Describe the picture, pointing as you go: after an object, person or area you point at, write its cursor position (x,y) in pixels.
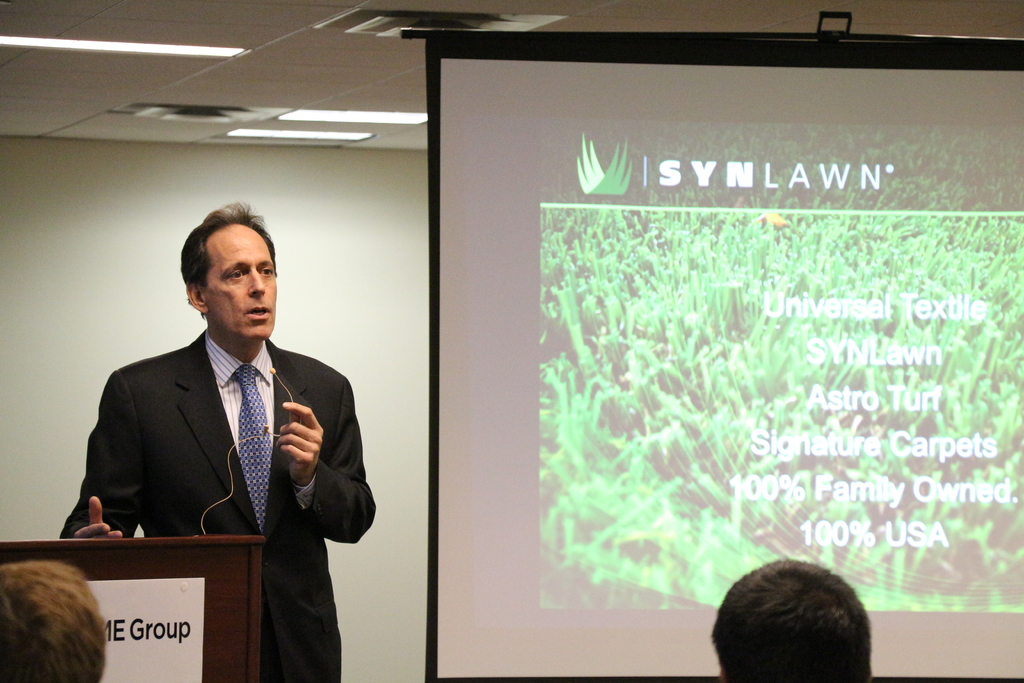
On the left side of the image (239,259) there is a person (239,259) standing at the desk (173,538). On the right side (739,125) there is a screen (737,460). At the bottom (4,623) we can see persons (45,649). At the top (134,35) there is a tube light (176,53) and ceiling (262,70). In the background (245,202) there is a wall (398,253).
